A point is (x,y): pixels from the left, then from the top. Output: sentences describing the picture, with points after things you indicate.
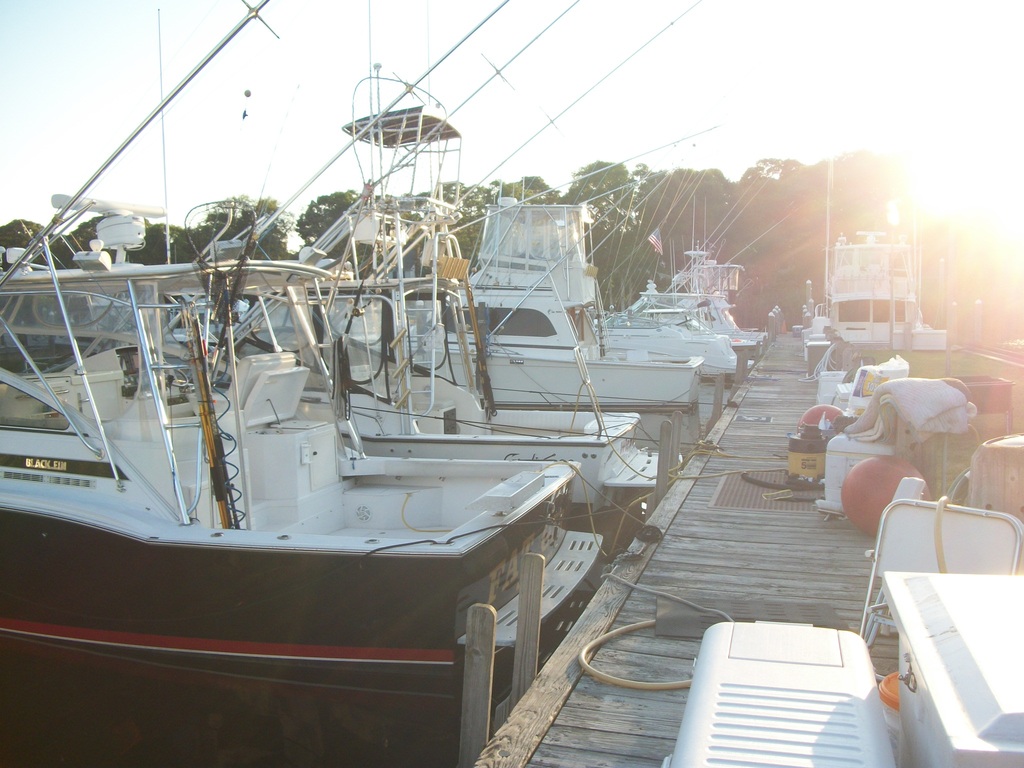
In this image I can see boats (505,393) and some objects (799,675) on the boat yard (771,562). In the background (795,120) I can see the sun (950,166), the sky (761,142) and trees (701,240).
